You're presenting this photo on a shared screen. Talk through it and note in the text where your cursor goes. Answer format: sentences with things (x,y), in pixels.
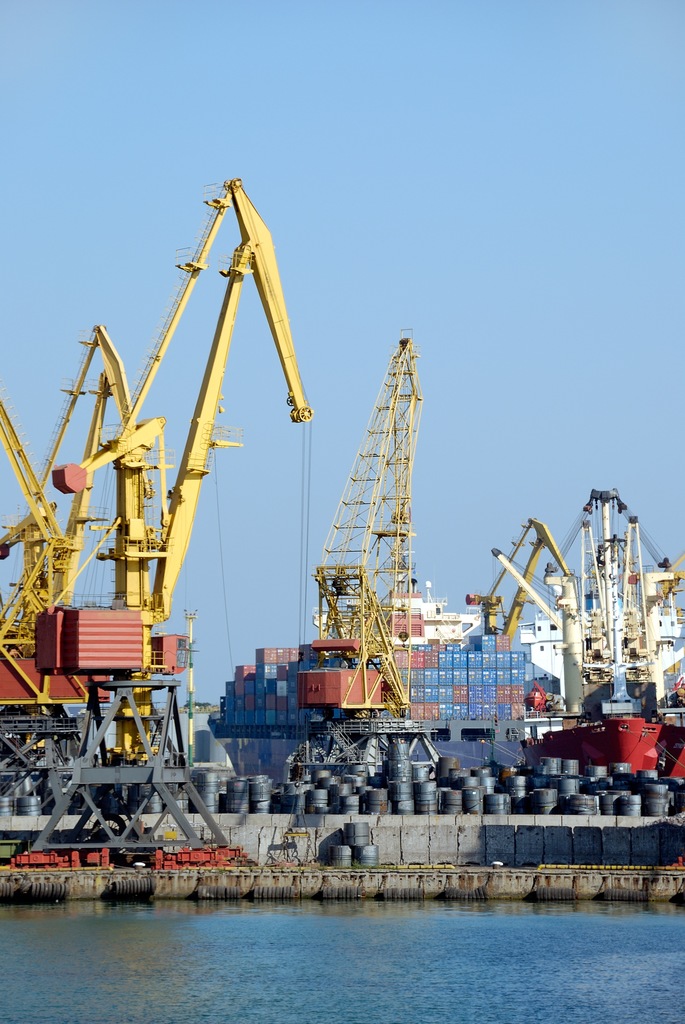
I think this picture was taken in the port (403,832). These are the cranes (333,622). I can see the iron containers (444,667). I think these are the iron barrels (410,801). Here is the water (361,957) flowing. This looks like a ship (633,726).
